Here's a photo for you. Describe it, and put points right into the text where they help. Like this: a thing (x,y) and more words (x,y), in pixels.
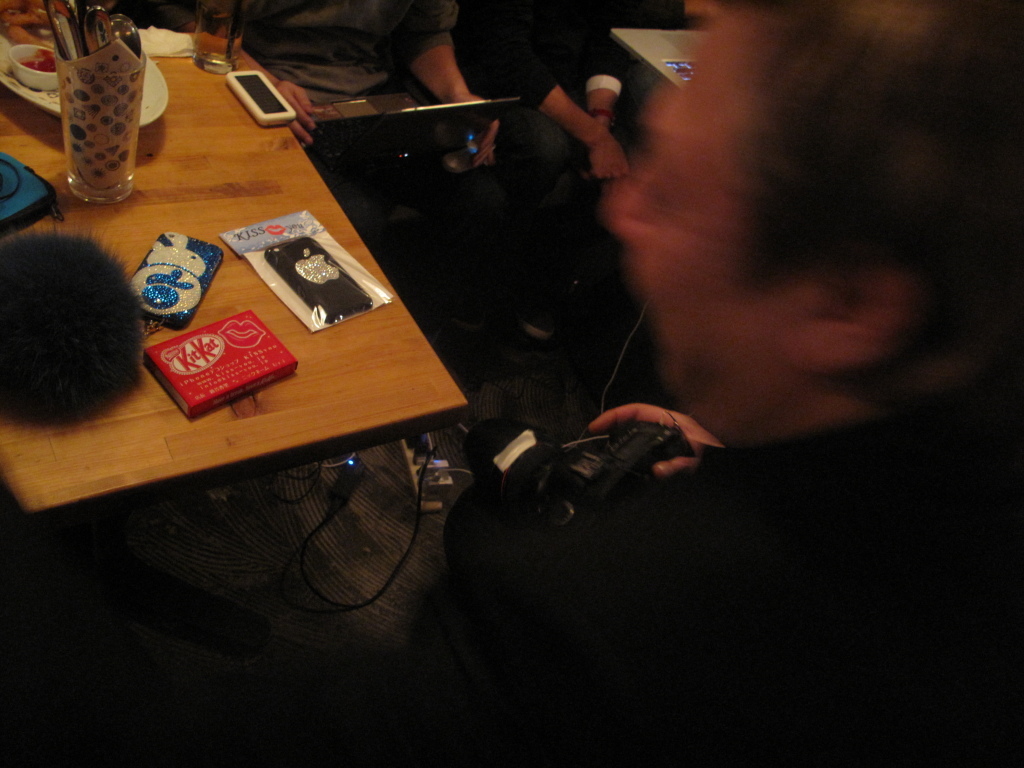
This picture shows few people (505,28) seated and we see a man (665,370) standing holding a camera (612,429) in his hand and we see mobile pouches (259,258) and mobile (251,99) and few plates (54,101) and a glass (96,114) on the table (55,116).
